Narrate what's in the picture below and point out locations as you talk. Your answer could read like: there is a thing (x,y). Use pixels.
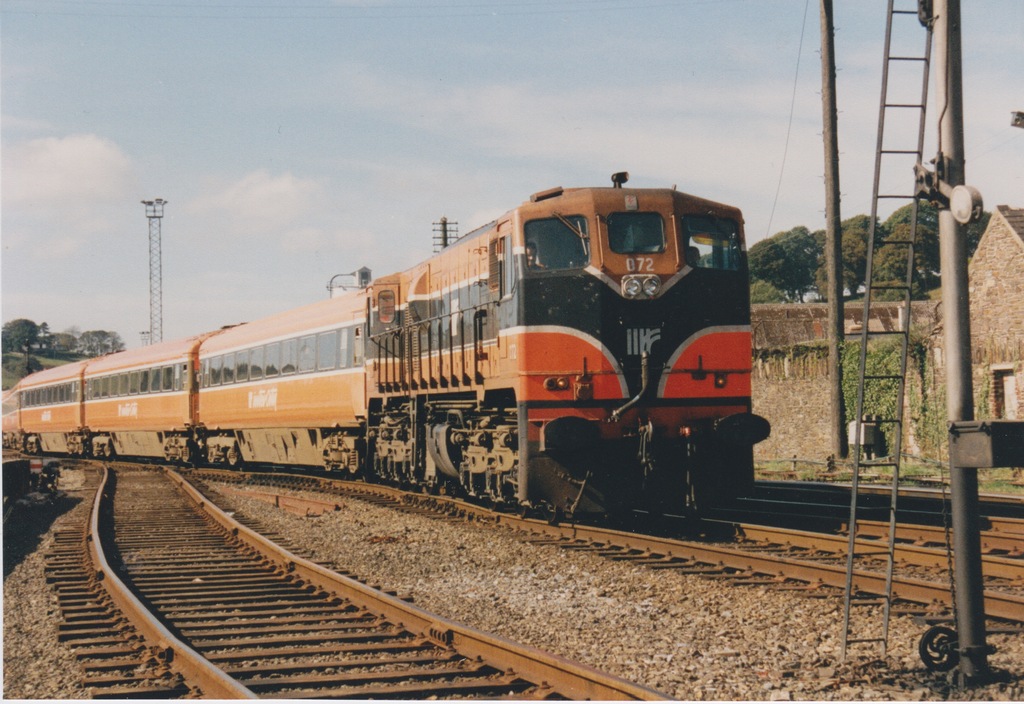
In this picture there is a train (420,358) on the track (734,549) and there are some other tracks (782,500) on either sides of it and there is a pole (946,316), wall (801,422) and trees (879,226) in the right corner (934,308).
